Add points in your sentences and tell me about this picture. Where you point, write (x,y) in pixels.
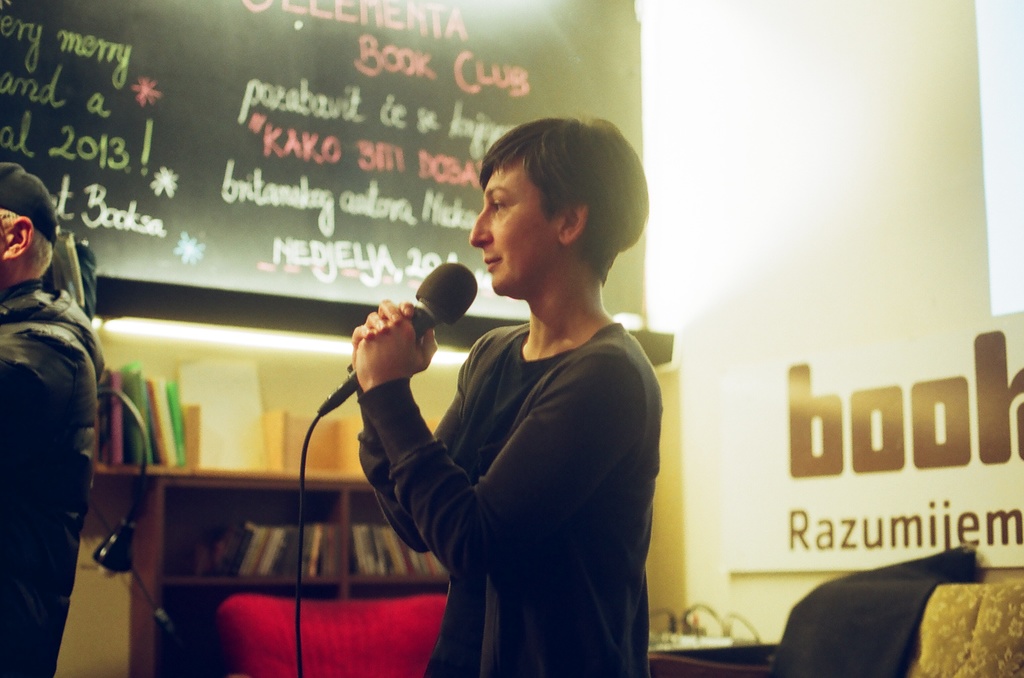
In this image I can see a person (490,347) holding the mic (448,282). In front of him there is another person (63,406) standing. To the right of him there a board (253,261) and the books (366,549) inside the cupboard (330,509).
